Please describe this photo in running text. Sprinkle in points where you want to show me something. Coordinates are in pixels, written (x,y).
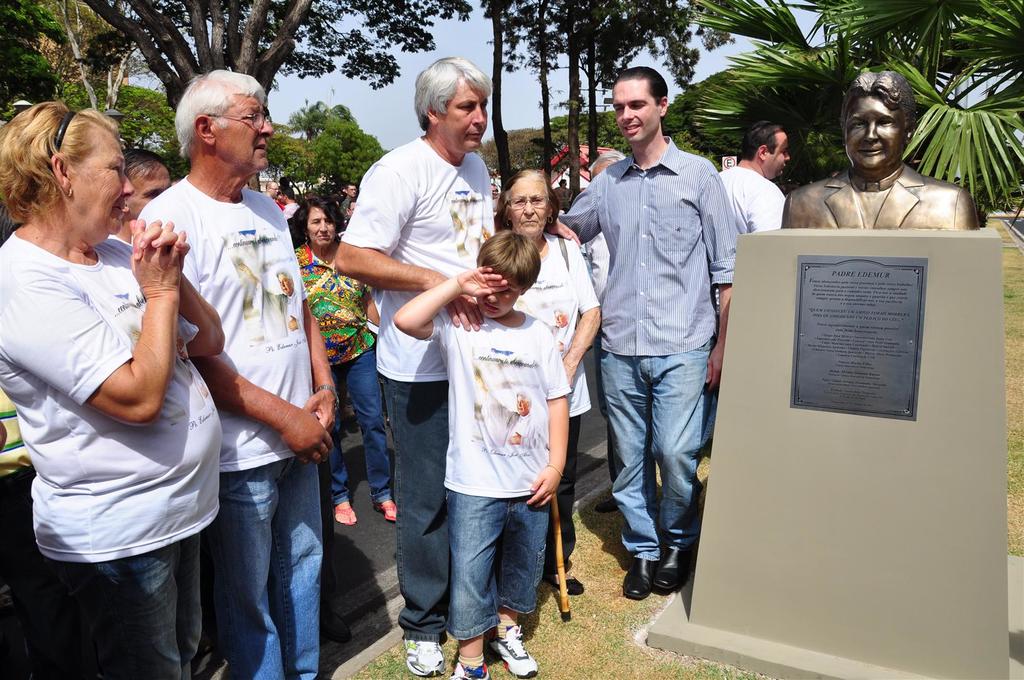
This is an outside view. On the right side (875,380), I can see a memorial (808,326) on which I can see a statue (878,174) of a person (874,149). Beside this there are few people (424,339) standing and looking at this memorial (841,388). In the background (544,28) there are some trees (325,43). On the top of the image (458,34) I can see the sky (465,37).
